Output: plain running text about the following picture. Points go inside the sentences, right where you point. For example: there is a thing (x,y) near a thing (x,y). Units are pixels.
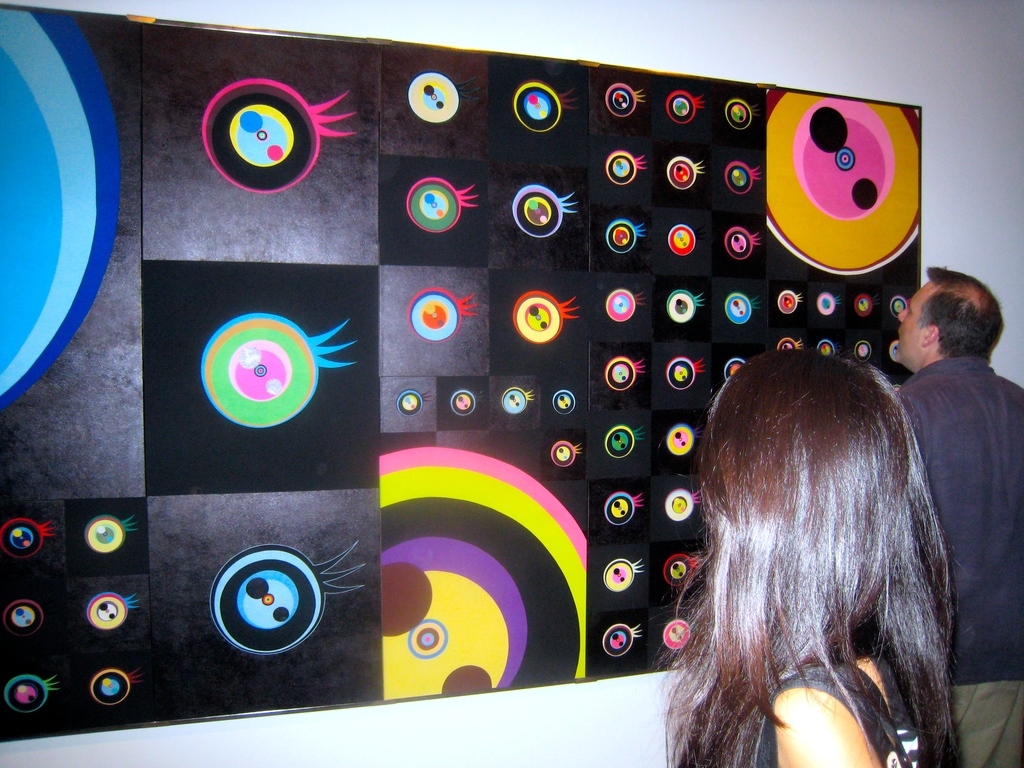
In this image I can see on the right side (846,594) a woman (829,644) is looking at that side, she wore black color top (852,705). There is a man (962,479) standing and observing these things (458,320), he wore shirt (956,467), trouser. in the middle (675,278) there are ball like structure paintings (430,328) to this frame (332,386).
